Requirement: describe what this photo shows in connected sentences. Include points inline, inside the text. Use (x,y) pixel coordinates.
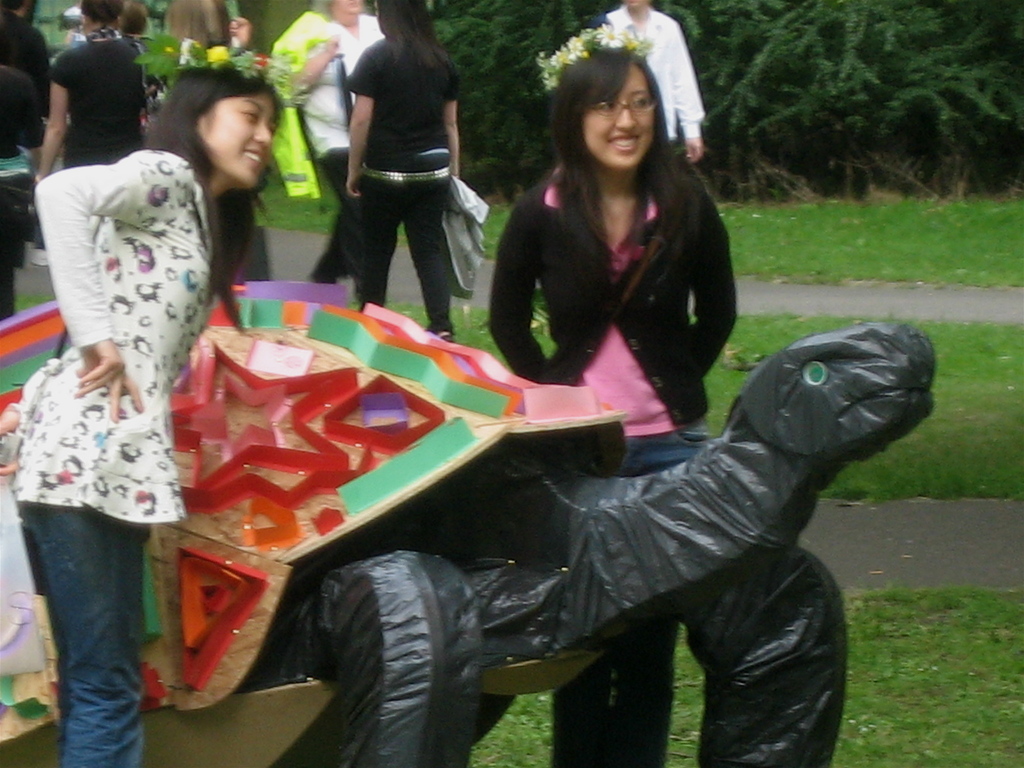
In this image in the foreground (187,208) there are two women (551,211) who are standing and there is one toy tortoise (587,469), in the background (383,168) there are some people (354,105) who are walking and also there are some trees (851,55). At the bottom (947,574) there is grass (904,476) and walkway (947,551).
